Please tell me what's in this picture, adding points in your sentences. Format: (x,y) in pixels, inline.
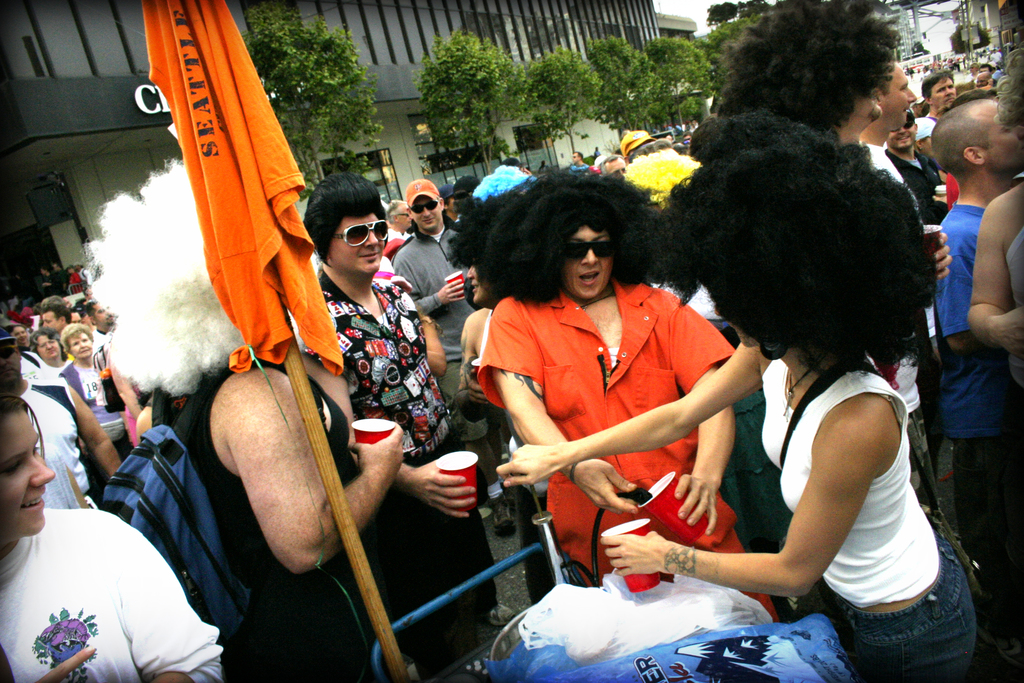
In this image, we can see the crowd (613,542) on the path (505,590). Few people (821,534) are holding some objects (536,496). Here a person (259,497) is wearing backpack (169,518). At the bottom of the image (359,543), we can see stick (348,533), cloth (258,142) and few objects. Top of the image (413,35), we can see few trees (609,123), buildings (1007,37), vehicles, people (875,56) and sky (689,4).
